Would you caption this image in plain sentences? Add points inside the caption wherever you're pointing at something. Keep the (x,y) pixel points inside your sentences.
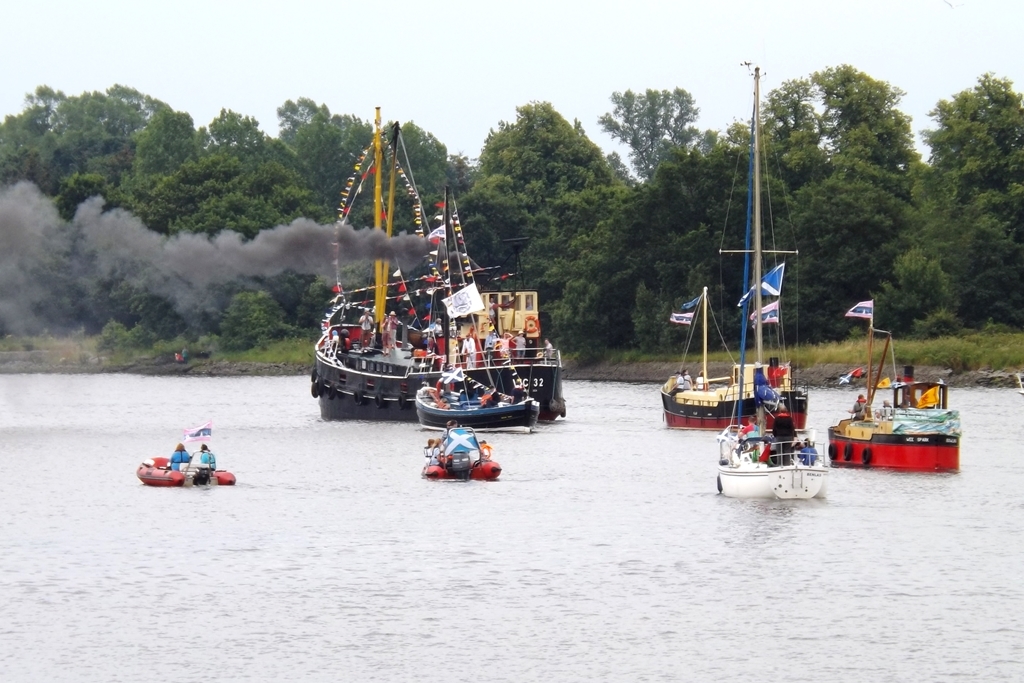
In this picture we can see some people (440,446), flags (452,441) and poles (758,410) on the boats (393,381) and the boats (415,409) are on the water (426,434). Behind the boats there are trees (184,164) and the sky (311,31).
